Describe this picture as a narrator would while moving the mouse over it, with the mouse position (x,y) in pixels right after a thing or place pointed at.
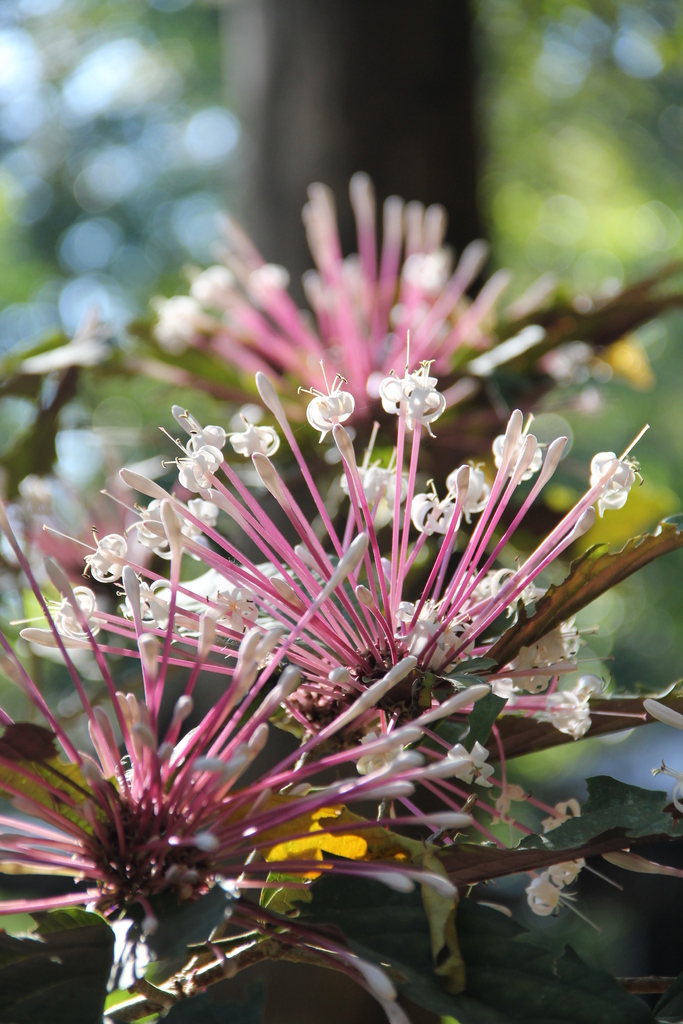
In the foreground of this image (356,625), there are flowers (229,799) to the plant (305,679) and in the background (290,240), there is a tree (440,59).
